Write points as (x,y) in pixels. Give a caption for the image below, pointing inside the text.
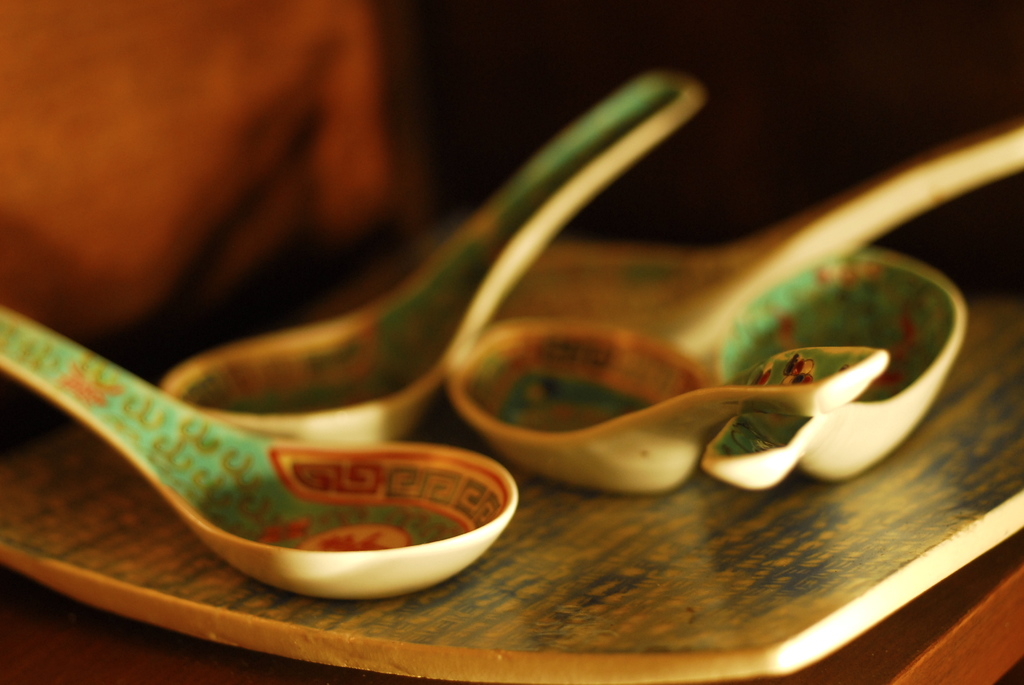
This image consists of a plate (759,558) and spoons (539,444). They all are kept on a table (899,642). This image looks like it is clicked inside the room (942,655).
